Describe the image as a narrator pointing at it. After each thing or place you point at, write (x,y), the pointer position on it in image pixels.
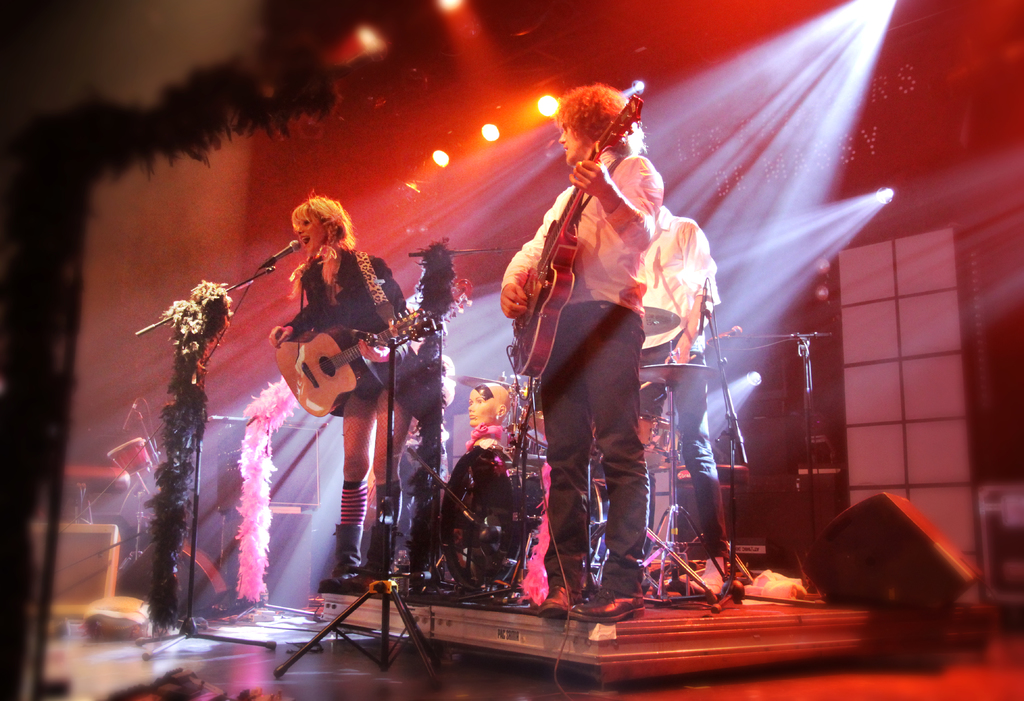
There is a stage (579,645) on which there is a man (635,266) standing with a guitar (558,253) in his hand (600,188). On the left side (310,254) a woman (310,266) is singing by holding a guitar (316,358) in her hand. There is a mic (275,261) in front of her. In the background (695,450) there is a man (680,263) who is playing the musical instruments (655,331). At the top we have lights (550,105).
